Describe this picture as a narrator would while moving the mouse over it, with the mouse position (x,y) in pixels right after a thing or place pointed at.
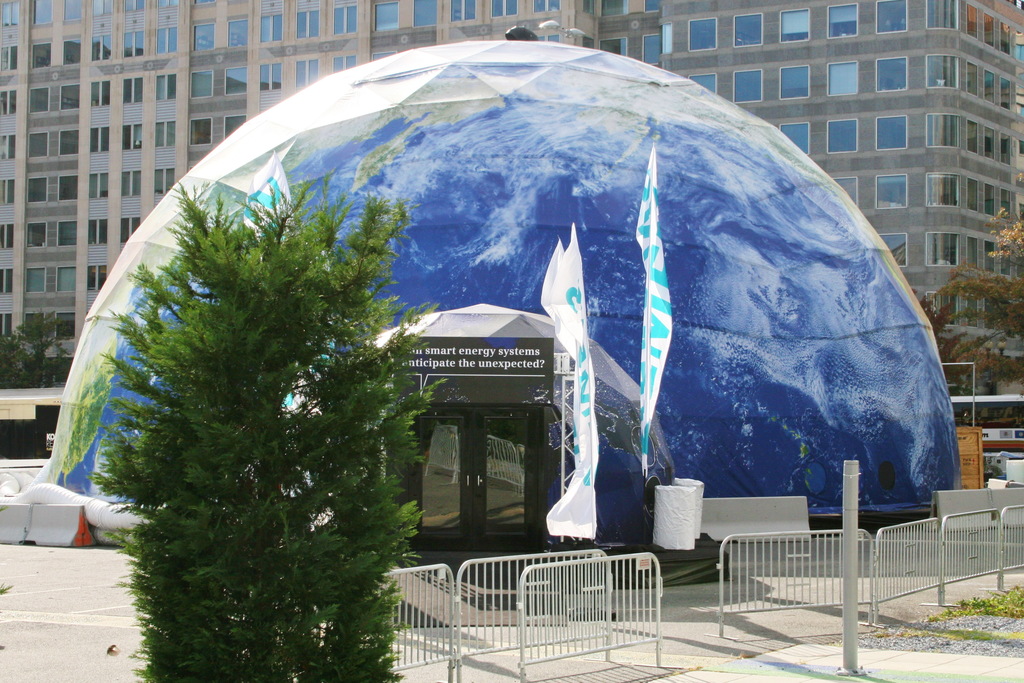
In this image in front (269,602) there is a plant (285,569). There is a metal fence (656,586). There is a pole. In the center of the image (517,273) there is a depiction of a earth (724,369). There is a door (446,475). There are flags (578,467). In the background of the image (911,63) there are buildings (203,57), lights (546,28), trees (985,285).
